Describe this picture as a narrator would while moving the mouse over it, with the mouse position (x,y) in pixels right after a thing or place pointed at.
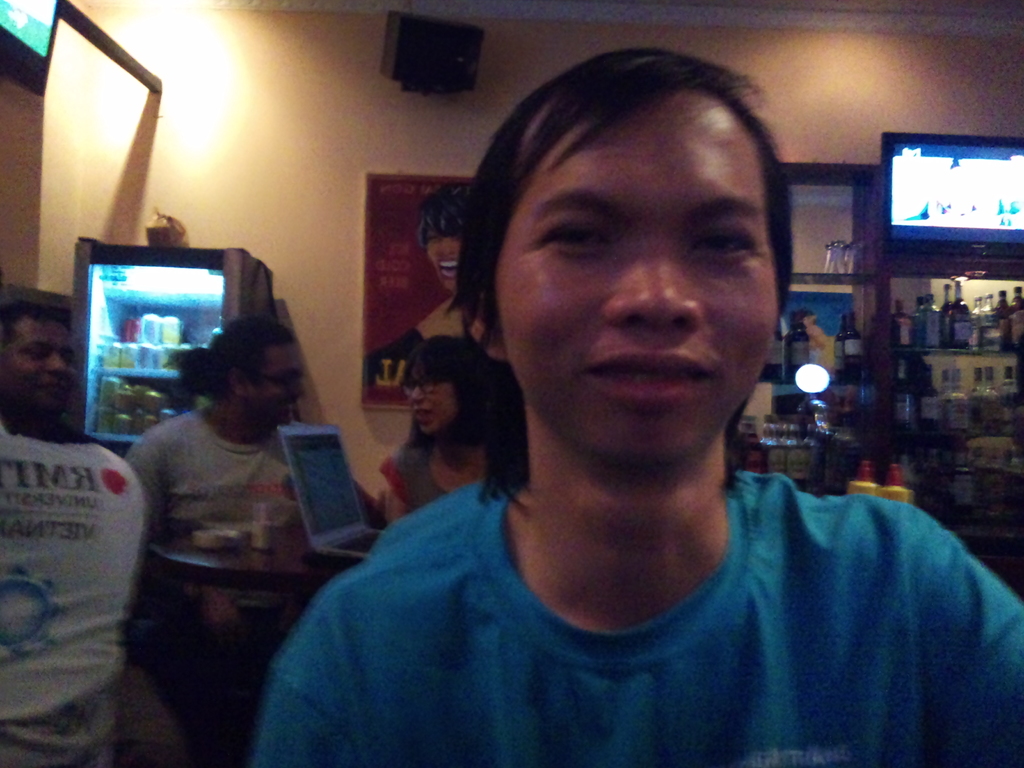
In the image there is a person (617,273) in blue t-shirt (662,643) in the front (736,663) and behind him there are few persons (476,409) visible with a laptop (348,543) in front of them on the table (280,563), in the background (995,403) there is a fridge (179,291) with cans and bottles (964,466) on the right (952,457) with a photograph (382,361) on the middle of the wall (499,96).
